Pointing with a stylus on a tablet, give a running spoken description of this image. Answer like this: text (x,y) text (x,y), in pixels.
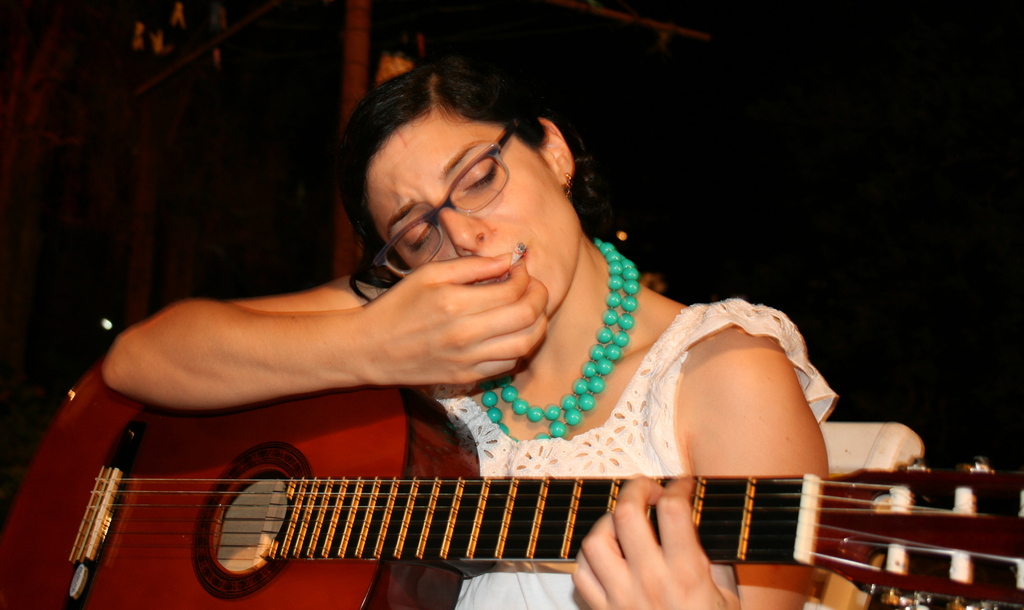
This picture there is a woman (458,333) holding a guitar (399,530) in her hands (542,305) and she is placing cigarette (522,249) in her mouth (501,275). She is wearing spectacles (497,182).
